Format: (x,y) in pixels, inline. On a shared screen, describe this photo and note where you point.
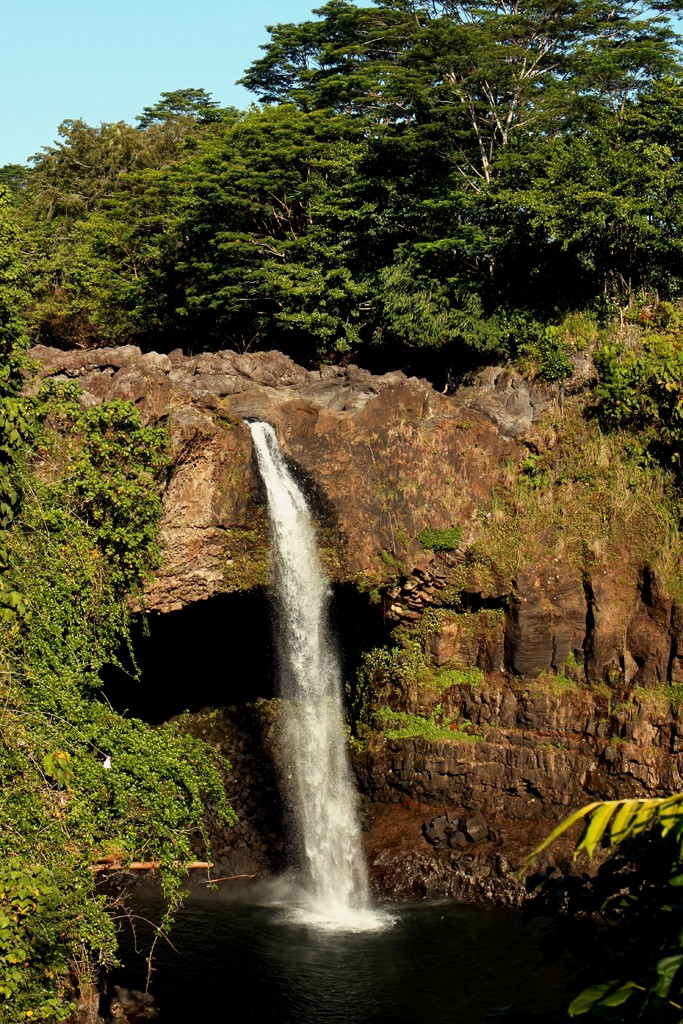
In this picture we can see a waterfall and in the background (114,325) we can see trees (284,294), sky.
